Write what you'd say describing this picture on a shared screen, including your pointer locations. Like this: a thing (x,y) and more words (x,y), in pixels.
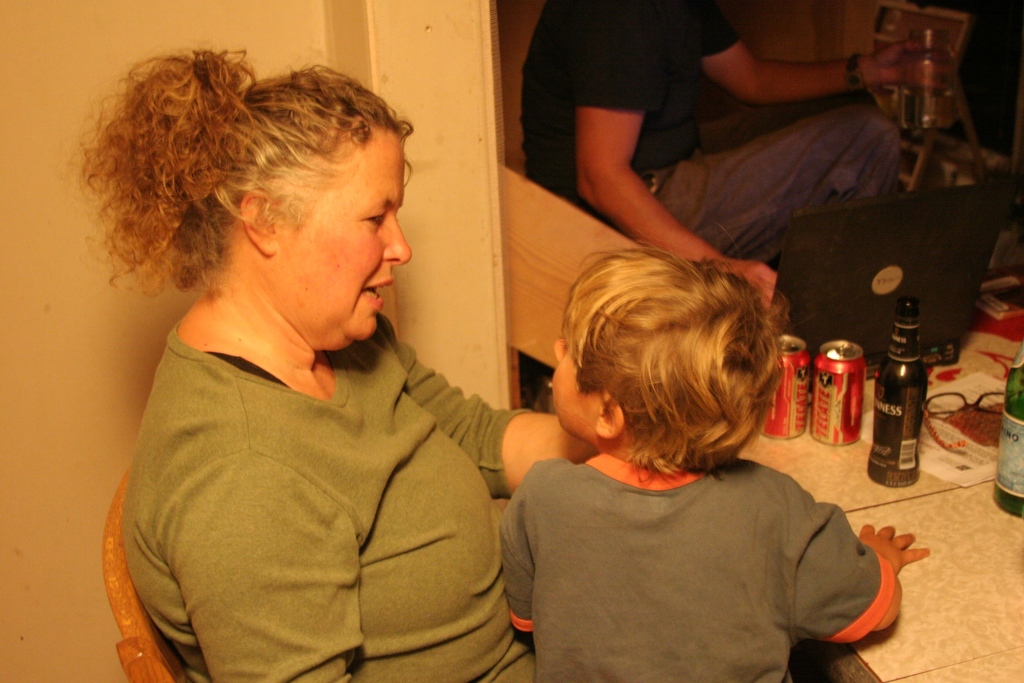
In this picture there is a woman (263,386) sitting on the chair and there is a boy (627,300). At the back (777,234) there is a man (641,223) sitting and holding the object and there is a laptop (860,266) and there are bottles (1009,491), tins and there are papers (964,472) and there is a spectacles (976,405) on the table (984,536).
